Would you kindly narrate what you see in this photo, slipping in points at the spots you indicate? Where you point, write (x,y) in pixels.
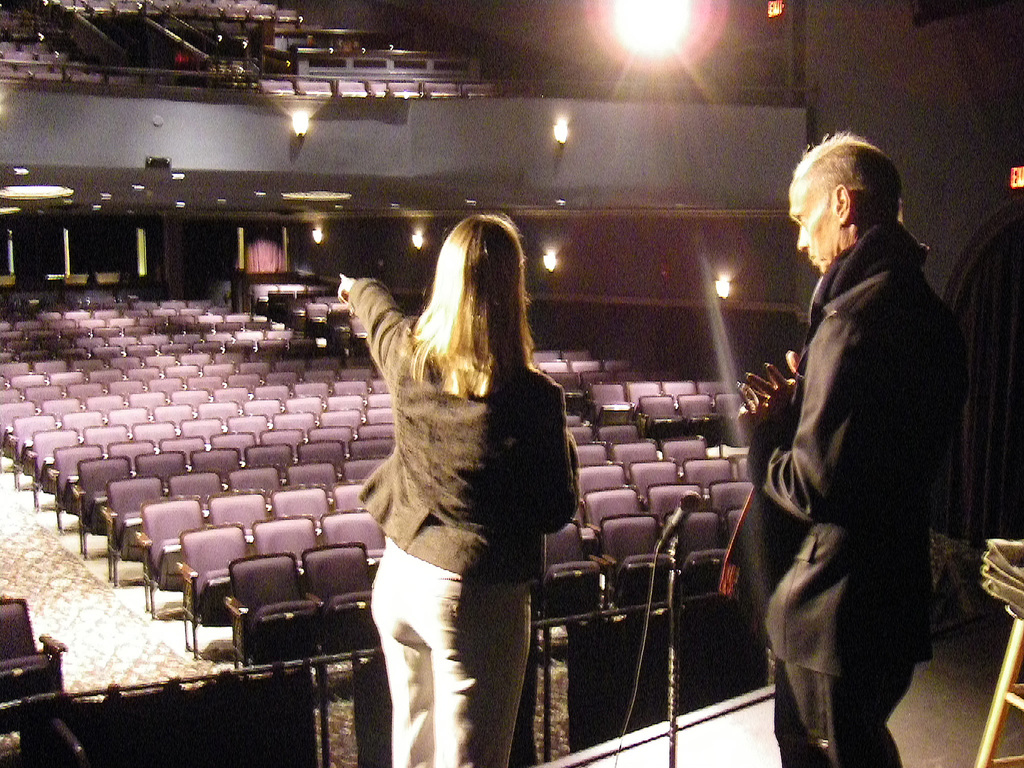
This image consists of two persons (510,610) a man (842,304) and a woman (468,608), standing on the dais (765,727) and talking. In the background (3,625) there are many chairs (656,526) left empty. It looks like an auditorium (369,614). To the top (545,251), there are lights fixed to the wall (657,142).
